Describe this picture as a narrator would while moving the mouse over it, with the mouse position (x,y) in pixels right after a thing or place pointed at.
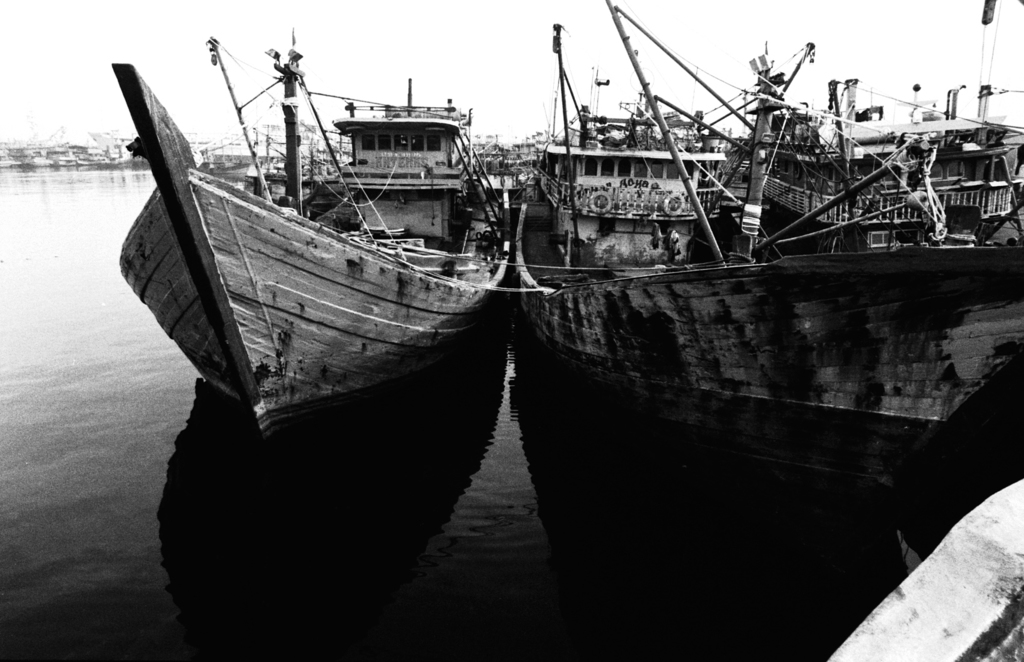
This is a black and white picture of boats (179,341) on the water (636,633), and in the background (532,70) there is sky (517,25).
